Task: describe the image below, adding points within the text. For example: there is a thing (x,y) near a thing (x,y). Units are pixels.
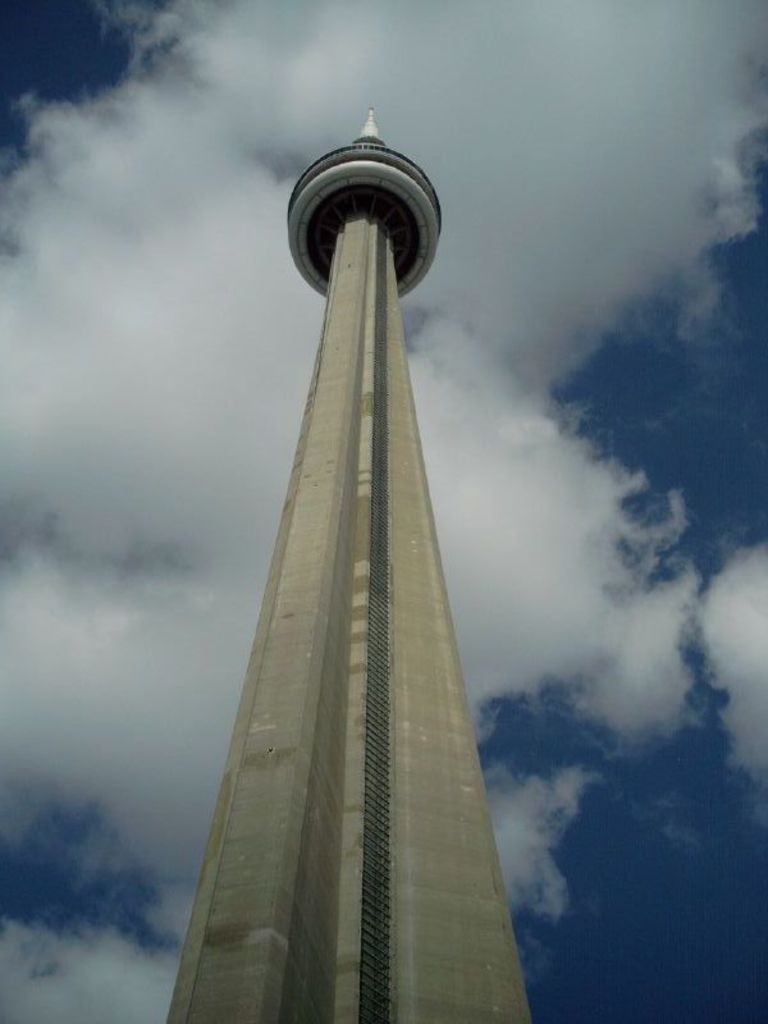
In this picture I can see there is a tower (328,922) and it is very tall. The sky (358,95) is cloudy.
